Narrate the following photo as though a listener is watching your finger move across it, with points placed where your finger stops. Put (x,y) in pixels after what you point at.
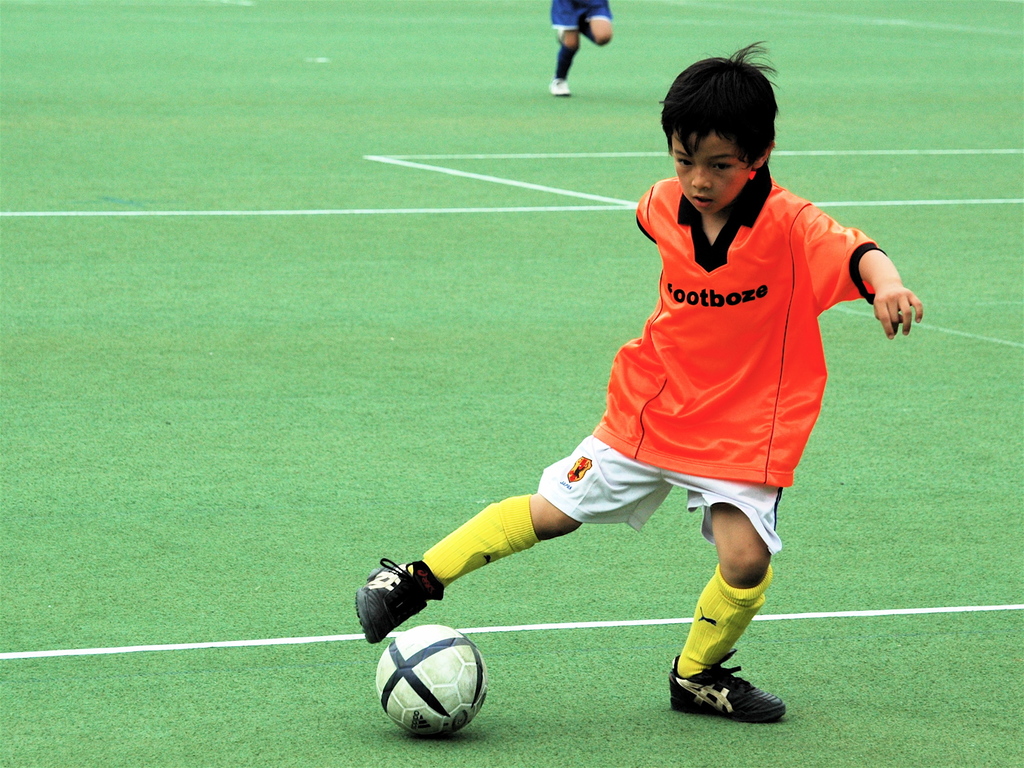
In this picture i could see a boy (674,376) kicking the ball (408,639) in the court (359,326) with green grass (270,277). In the background (590,15) i could see a person (563,56) running.
